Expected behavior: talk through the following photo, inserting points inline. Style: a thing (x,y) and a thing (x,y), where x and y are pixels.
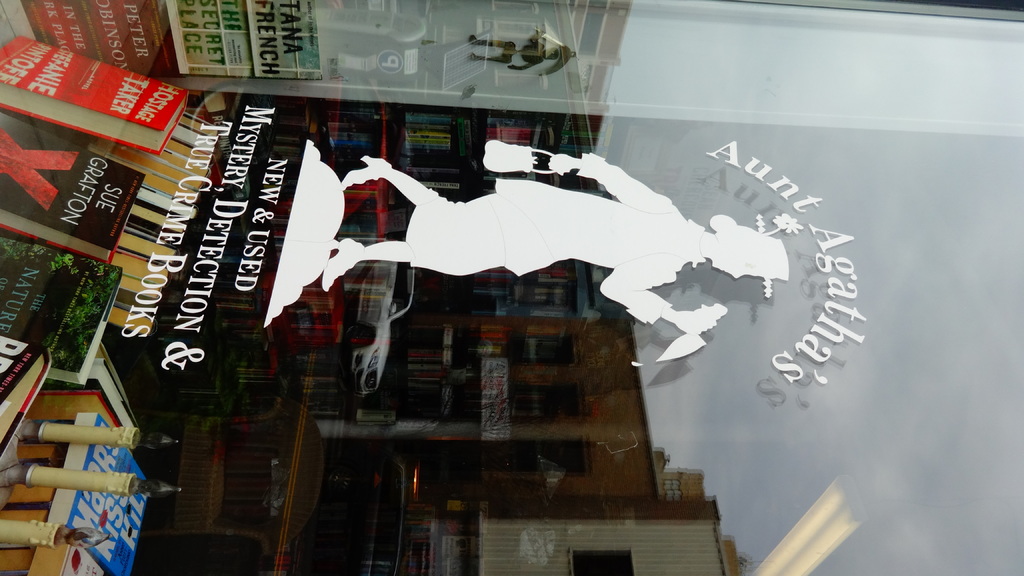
In this image we can see a glass (496,182) with some text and image (596,216), there are some books (50,150), buildings (520,378) and vehicles (379,343), also we can see the sky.
